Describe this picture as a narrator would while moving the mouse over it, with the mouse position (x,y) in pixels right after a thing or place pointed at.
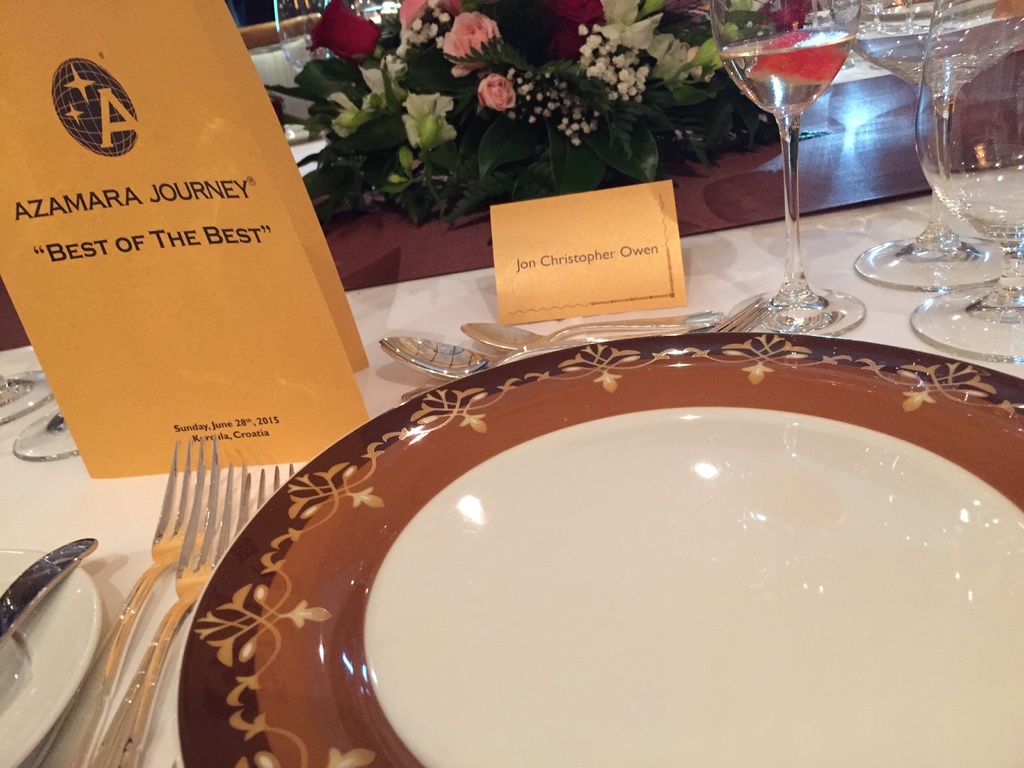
In the center (422,484) we can see the plate (497,594), fork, spoon (489,327) and glasses (734,32) and plastic flowers (512,85). And one paper cover (146,254) which is named as"Azamara journey".
